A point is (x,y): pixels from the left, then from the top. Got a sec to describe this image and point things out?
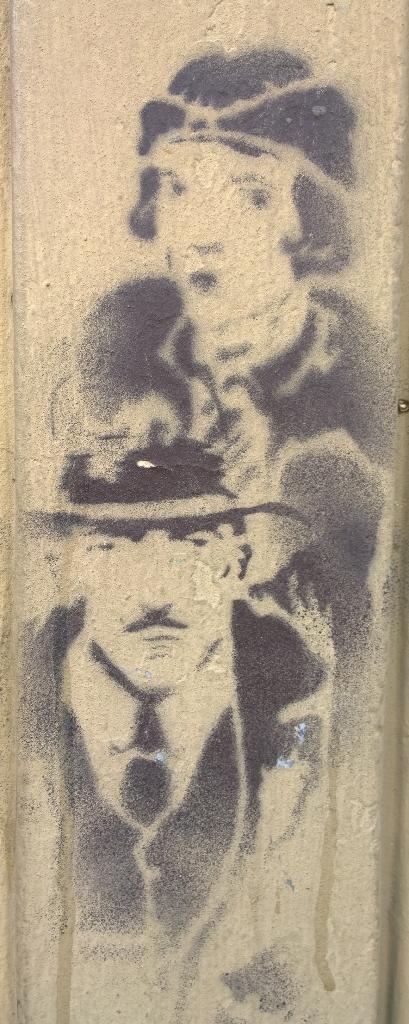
In this image there is a painting (362,407) of a man (137,594) and a woman (240,320).
